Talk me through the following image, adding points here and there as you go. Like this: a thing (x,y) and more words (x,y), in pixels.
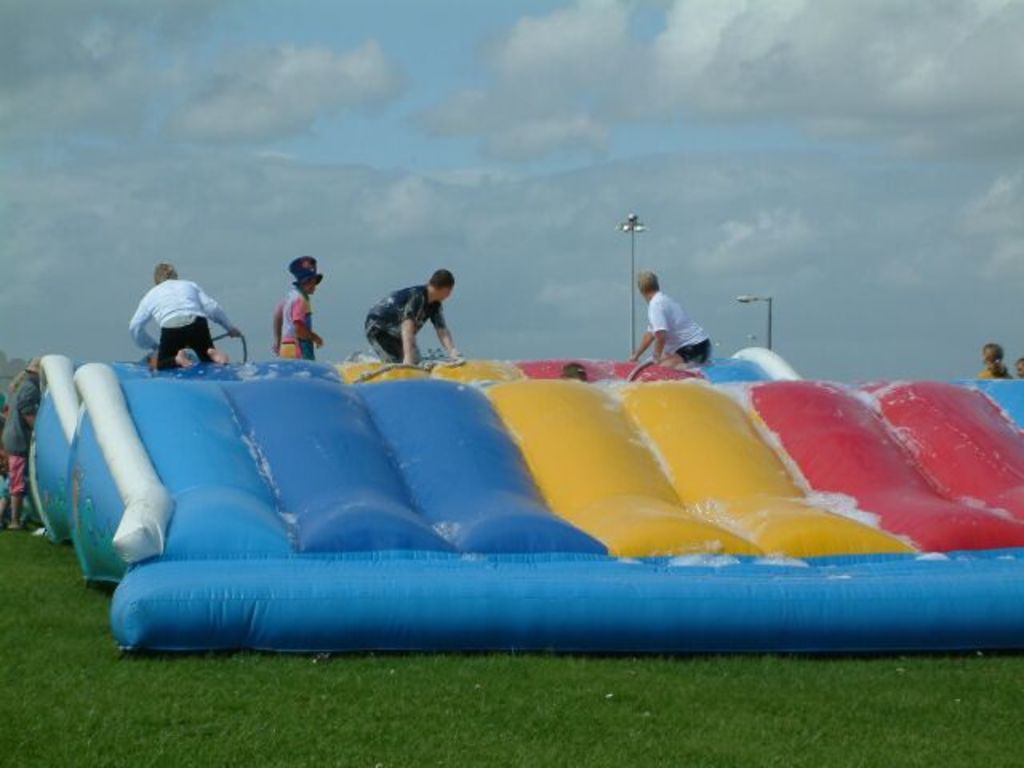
In the image we can see an inflatable (505,499), on it there are people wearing clothes (420,316), this is a light pole (632,340), grass (693,698) and a cloudy sky (347,103).
